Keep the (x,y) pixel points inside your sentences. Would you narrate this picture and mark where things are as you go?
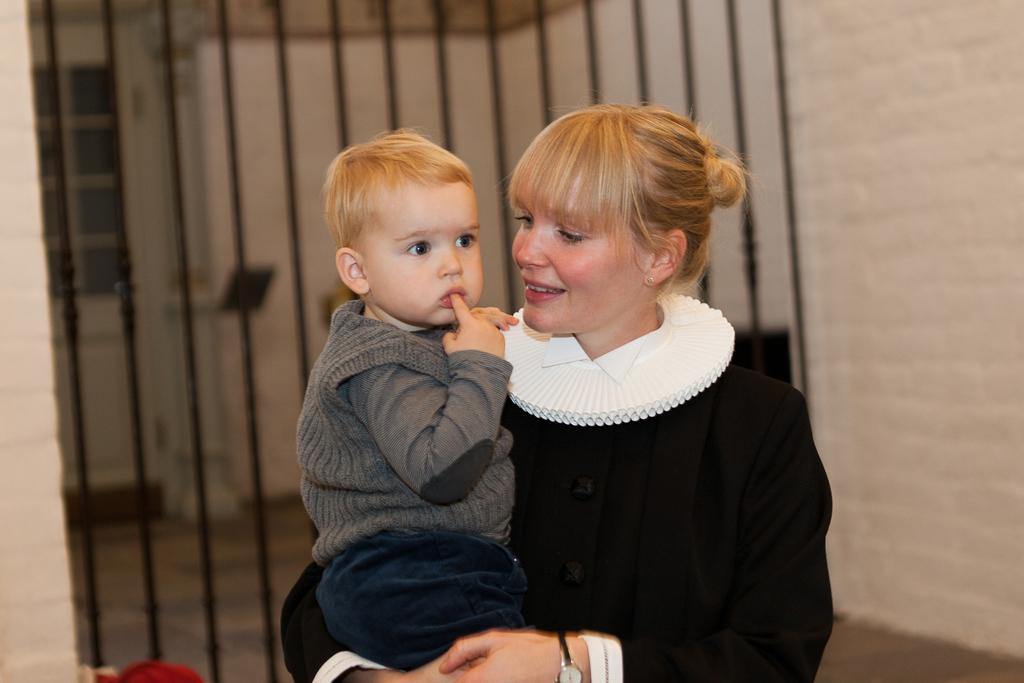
In this picture there is a woman (553,275) holding a boy (403,594) and smiling. In the background of the image (416,120) we can see grille (230,125), floor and wall (861,100), through this grille (57,97) we can see door (138,254).
